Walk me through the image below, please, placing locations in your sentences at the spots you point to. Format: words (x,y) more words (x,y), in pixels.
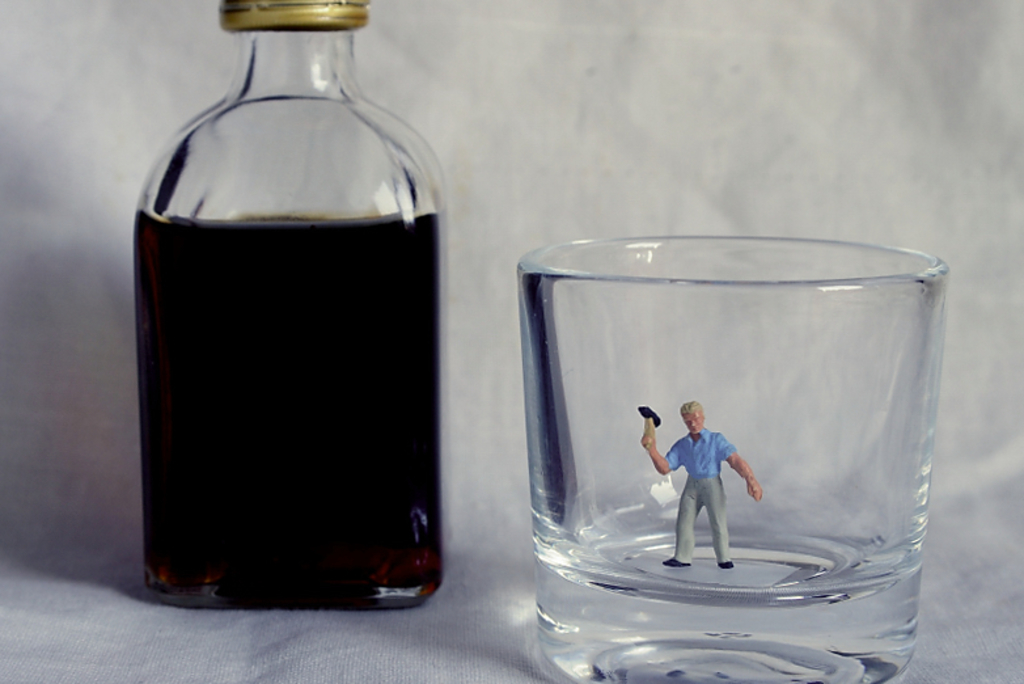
In this picture, In the left side (174,491) there is a bottle (187,579) which contains black color liquid (363,283) and in the right side (718,636) there is a glass (890,417) in that there is a man statue (702,488) who is holding a hammer (652,420) and in the background (892,187) there is a white color cloth (726,114).
